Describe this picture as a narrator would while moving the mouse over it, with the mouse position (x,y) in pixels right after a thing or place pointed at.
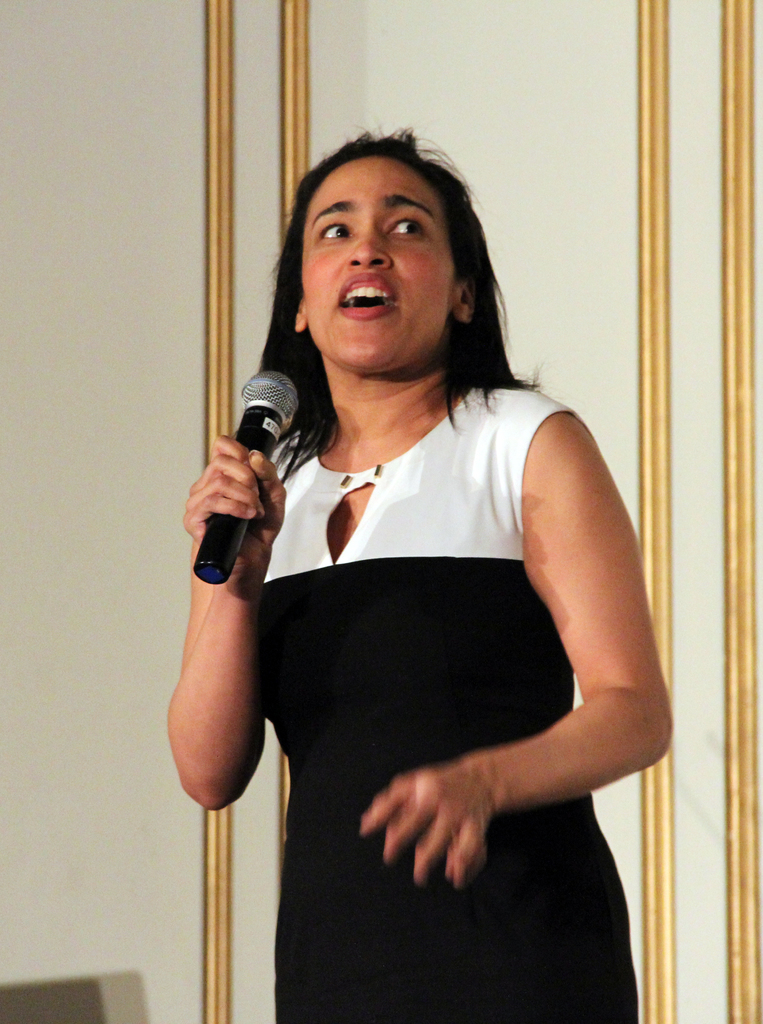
In picture there is a woman (520,493) catching a microphone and talking there are bars (292,111) near to the woman (324,310) and there was a wall (519,161).
